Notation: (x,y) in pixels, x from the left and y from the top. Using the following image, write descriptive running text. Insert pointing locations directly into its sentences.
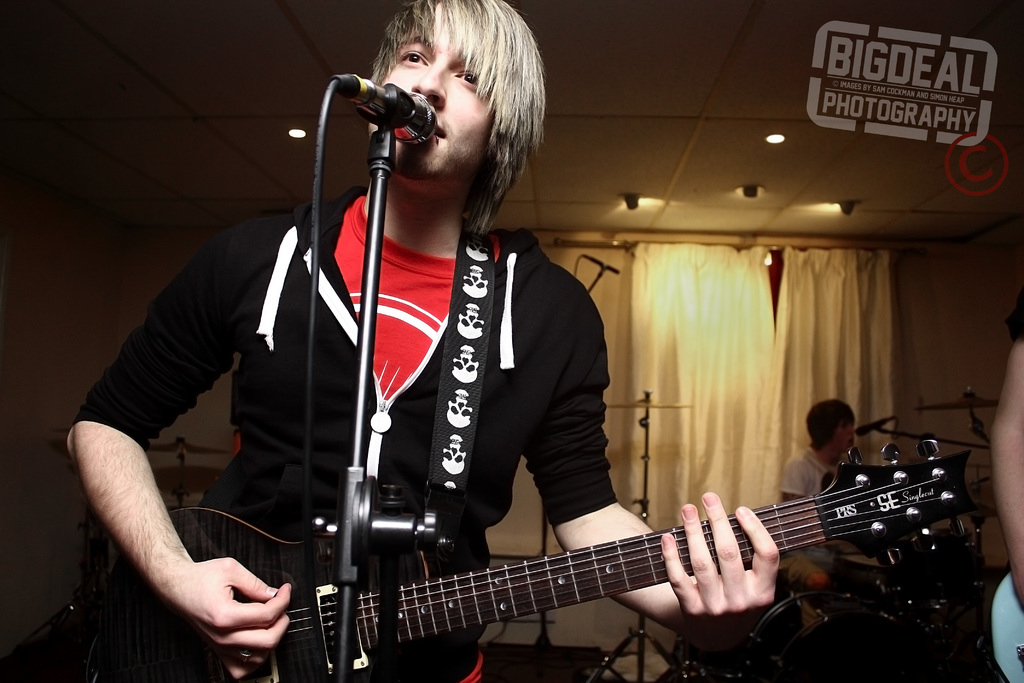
In this image in the front (367,282) there is a mic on the stand (385,504) which is black in colour. In the center (432,357) there are musicians (998,487) performing, there are musical instruments (929,535) and in the background (792,320) there are curtains (746,319) and at the top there are lights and at the top right of the image (911,107) there is some text (936,107) which is visible.
